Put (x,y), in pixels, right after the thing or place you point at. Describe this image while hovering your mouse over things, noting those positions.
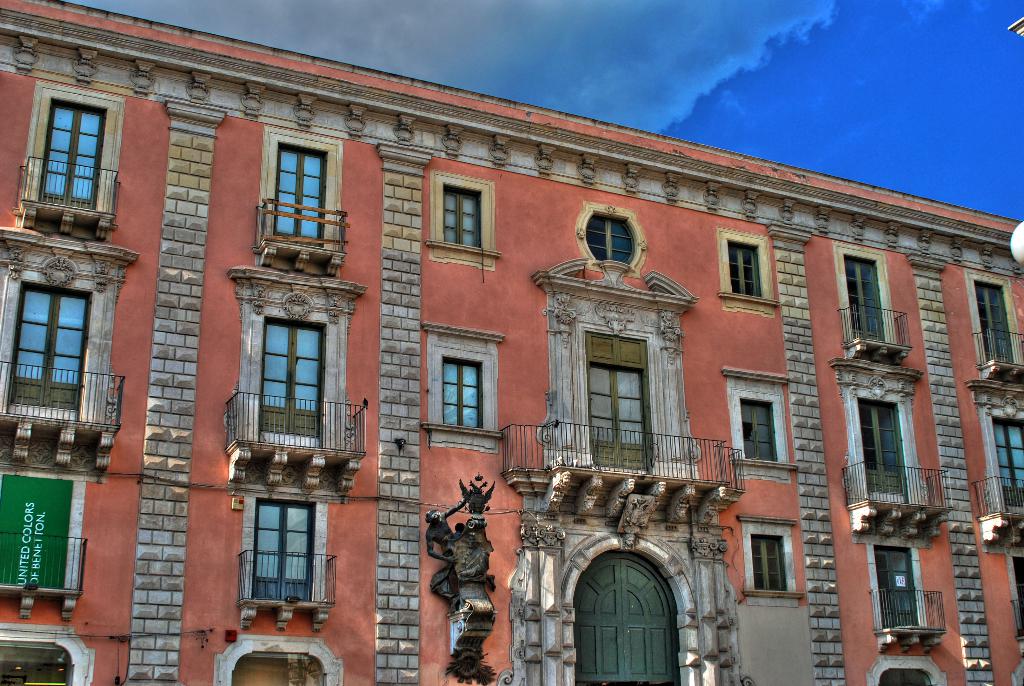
In this image I can see the building (548,491). To the building (756,481) I can see many windows (747,428) and the railing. I can also see the statue (455,579) attached the building (504,539). To the left (58,532) I can see the board (58,513). In the back (752,65) I can see the blue sky (568,93).
